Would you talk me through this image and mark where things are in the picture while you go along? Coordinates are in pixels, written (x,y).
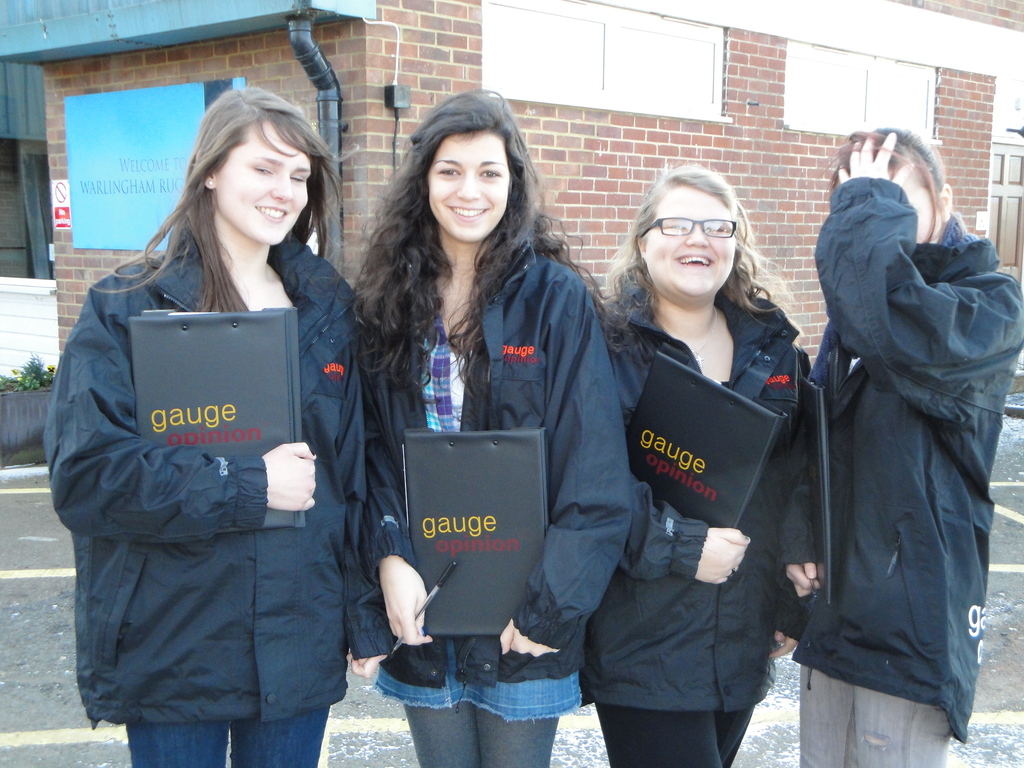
In the picture we can see four women (777,630) are standing together, holding some files (643,458), three women (157,620) are smiling and in the background (1021,125), we can see a house (222,19) and beside it we can see a door (1023,252).
